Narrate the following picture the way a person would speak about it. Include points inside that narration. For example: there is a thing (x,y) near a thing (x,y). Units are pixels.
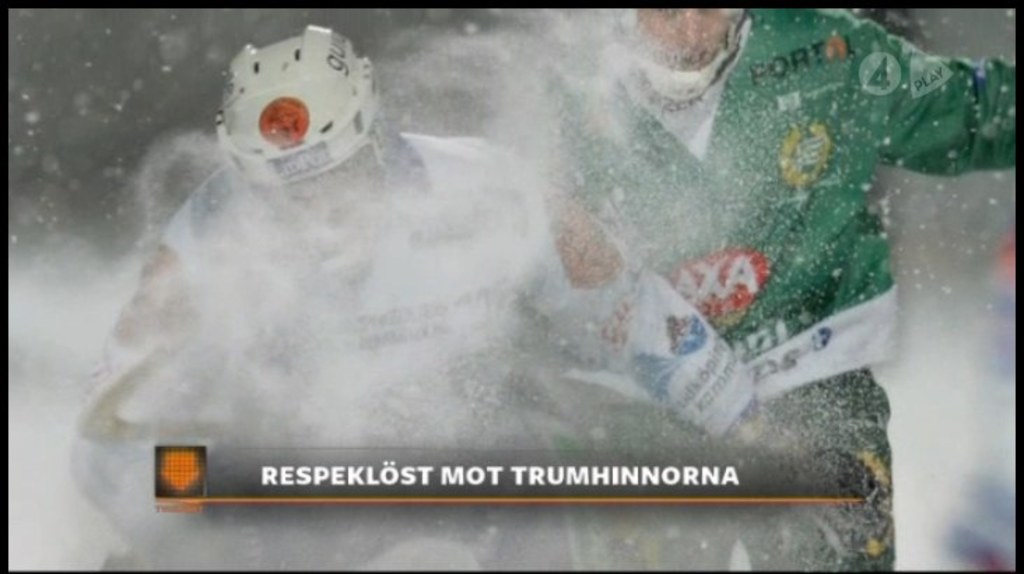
In the image there are two persons (586,246) in jackets (691,382) and helmet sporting on the snow (414,398) and the background (37,139) is blurry.
